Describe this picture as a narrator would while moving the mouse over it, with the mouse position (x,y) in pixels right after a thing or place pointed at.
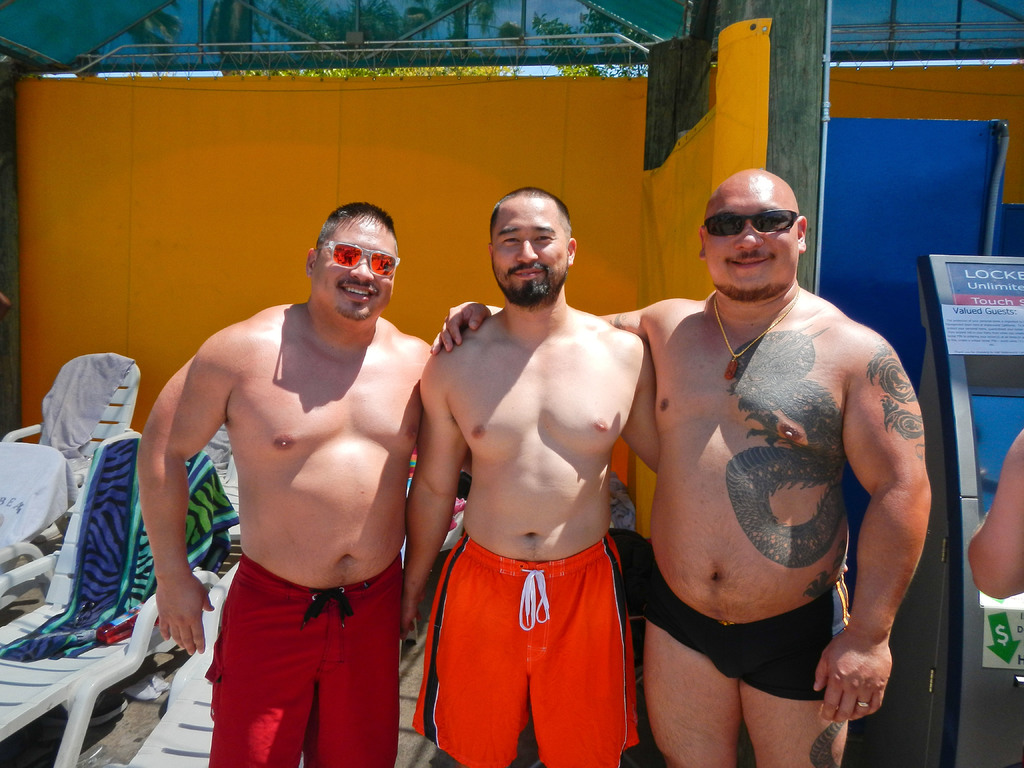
In the foreground of the picture (509,429) there are three men (551,320) standing, they are smiling. Towards left (205,697) there are beach chairs (64,581). On the right (1001,676) there is a machine (955,450) and a person (1013,526). In the middle of the picture (448,282) it is wall (535,120). At the top (487,33) it is roof (487,59). In the background (412,68) there are trees (475,74) and sky (519,73).
